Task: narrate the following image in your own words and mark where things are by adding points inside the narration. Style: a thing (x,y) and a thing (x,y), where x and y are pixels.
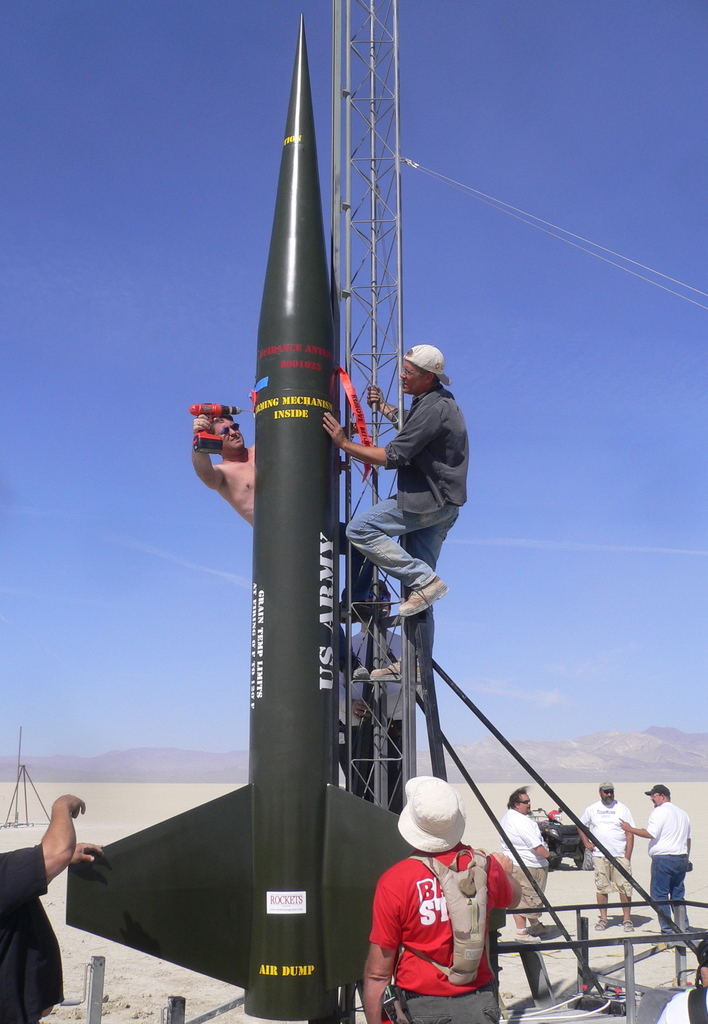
In this image I can see a rocket (291,507) in green color, I can also see few persons (668,861) standing. Background I can see mountains (542,773) and the sky (499,240) is in blue color.
